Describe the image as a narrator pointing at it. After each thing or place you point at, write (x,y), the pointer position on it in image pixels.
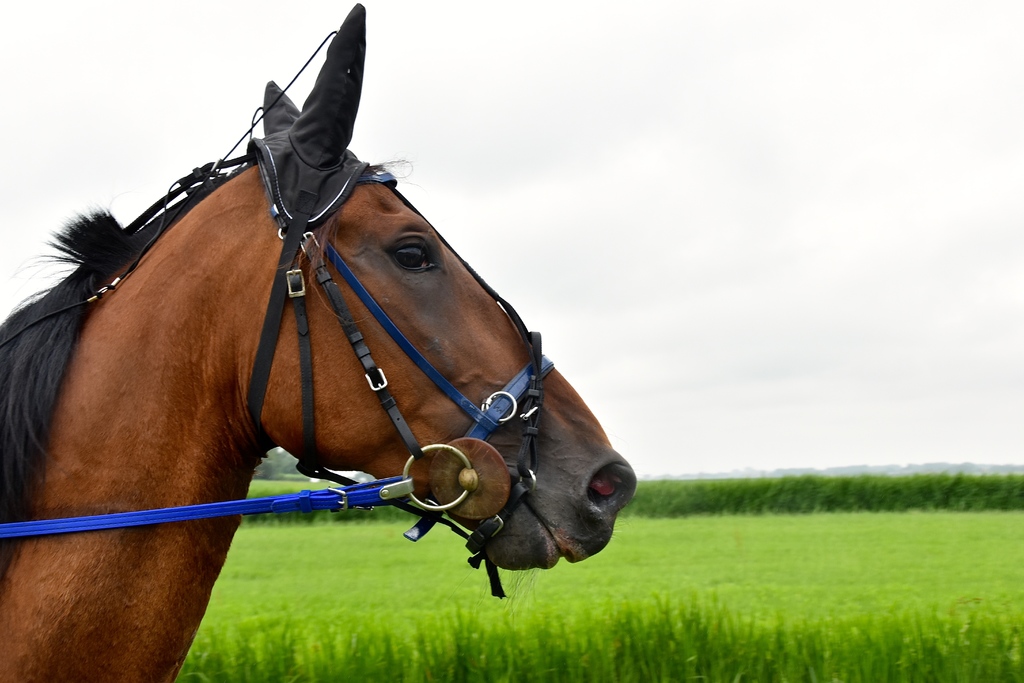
On the left side (212,390) there is a horse (160,475) and there is a belt (385,392) tied to its face (368,316) and in the background (756,493) there are trees (744,511) and clouds (372,134) in the sky (225,110) and at the bottom (563,563) we can see the field (311,634).
